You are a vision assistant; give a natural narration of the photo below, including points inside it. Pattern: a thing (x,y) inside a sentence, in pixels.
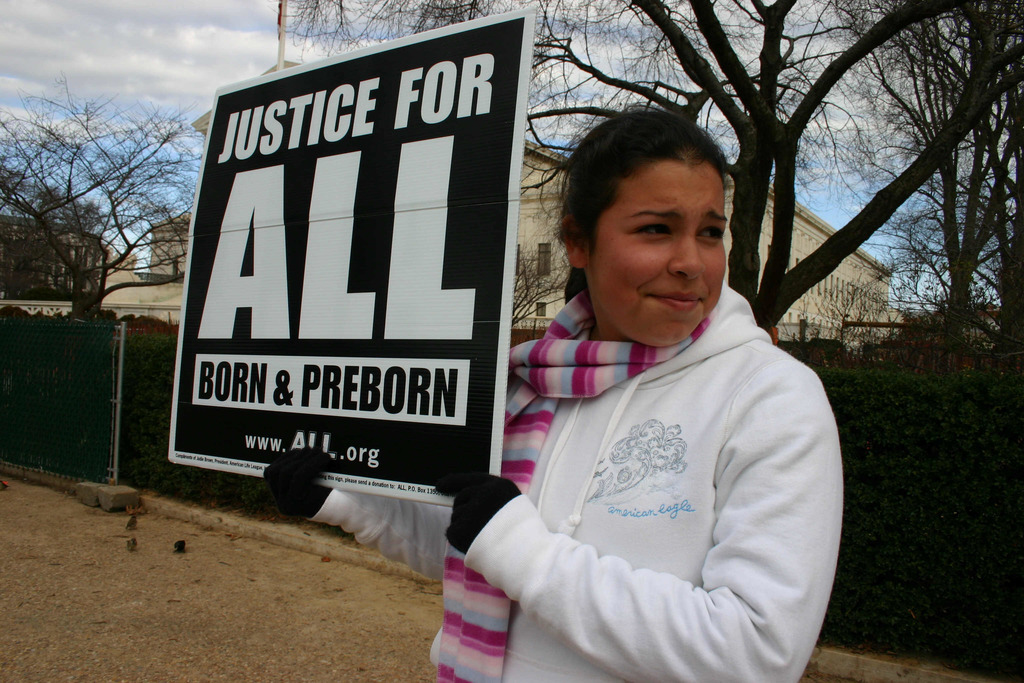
In this image there is a person (606,354) standing and holding a board (383,372), and in the background (10,330) there are plants (162,349), wire fence (70,333), buildings (181,249), trees (1019,279), pole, sky (156,72).
